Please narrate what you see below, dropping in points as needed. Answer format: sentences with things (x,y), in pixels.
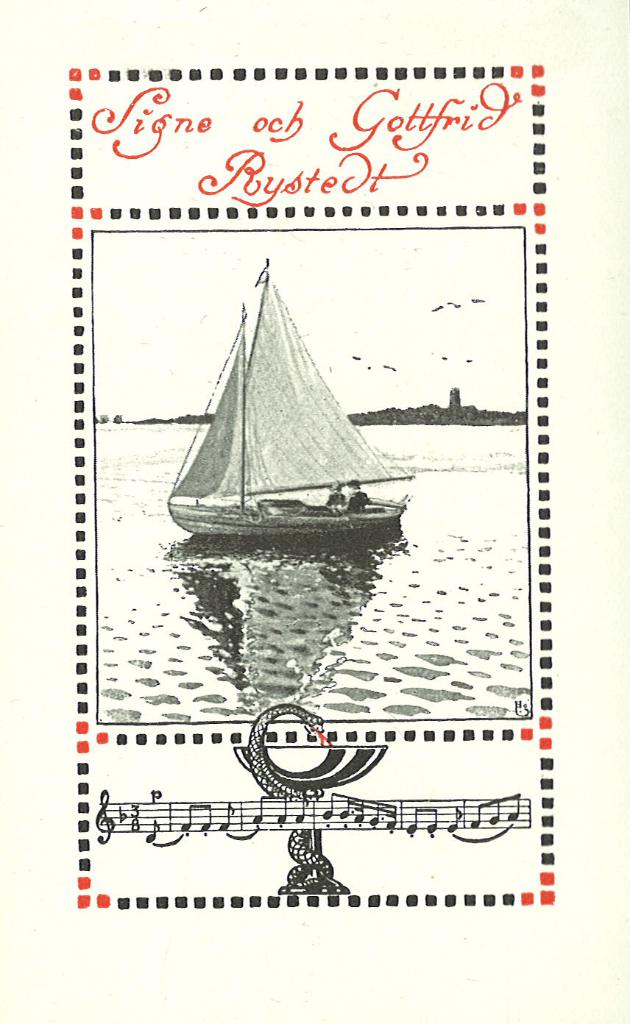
In this image there is a paper (193,522). On the paper (341,388), we can see the image of a ship (278,469) on the river (293,570), in the background (413,407) there is the sky (358,338). At the top (205,191) and bottom of the image (236,840) there are some text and images (394,808).
